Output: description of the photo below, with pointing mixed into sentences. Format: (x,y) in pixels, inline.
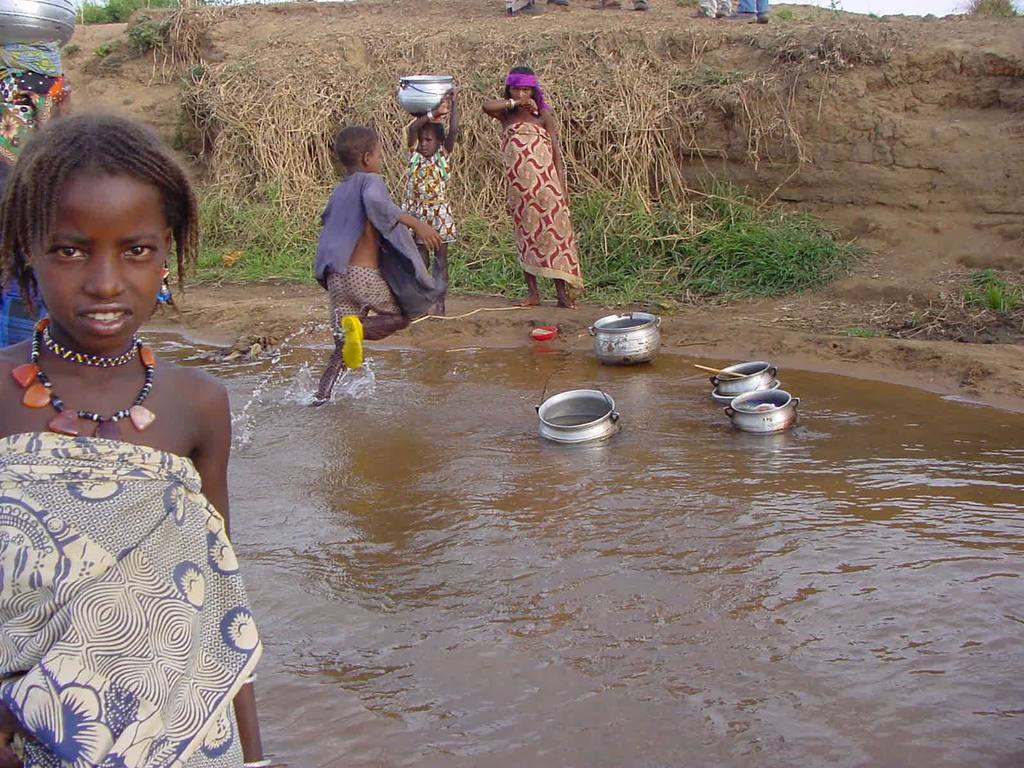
In this image, I can see four persons (508,211) standing. Among them two persons (412,142) are holding the objects (419,110). There are utensils (605,357) on the water (500,428). In the background (272,208), I can see the grass (671,102).
